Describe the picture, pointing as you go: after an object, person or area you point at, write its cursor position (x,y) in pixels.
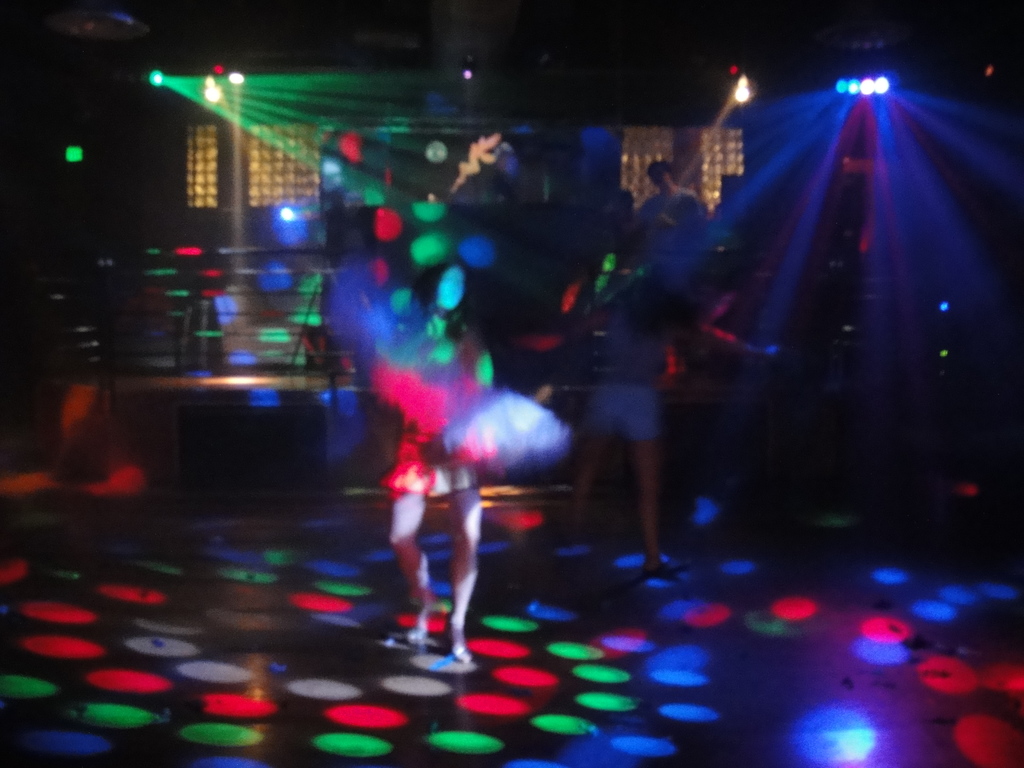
In this image I can see a person (402,529) dancing, background (388,222) I can see few other people (646,305), few musical instruments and I can also see few colorful lights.
